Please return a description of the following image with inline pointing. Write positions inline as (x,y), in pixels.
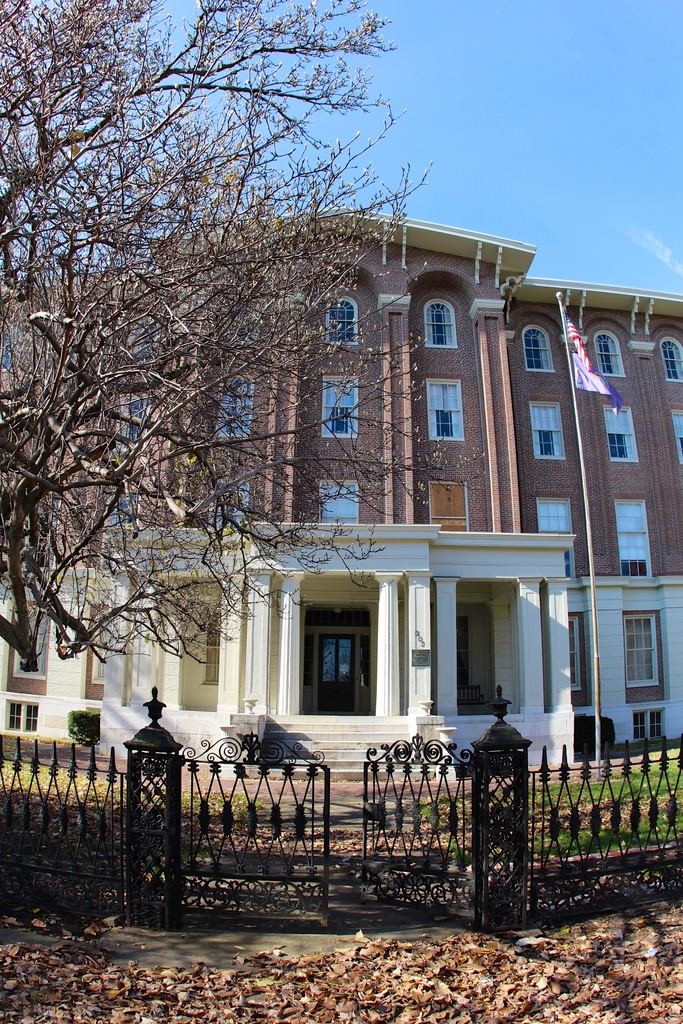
In this image we can see tree (143,511), gate (202,744), fence (62,828), building (396,478). Bottom of the image (417,1016) dry leaves (387,1013) are there. The sky (550,173) is in blue color. Right side of the image (588,373) two flags (588,363) are present.
